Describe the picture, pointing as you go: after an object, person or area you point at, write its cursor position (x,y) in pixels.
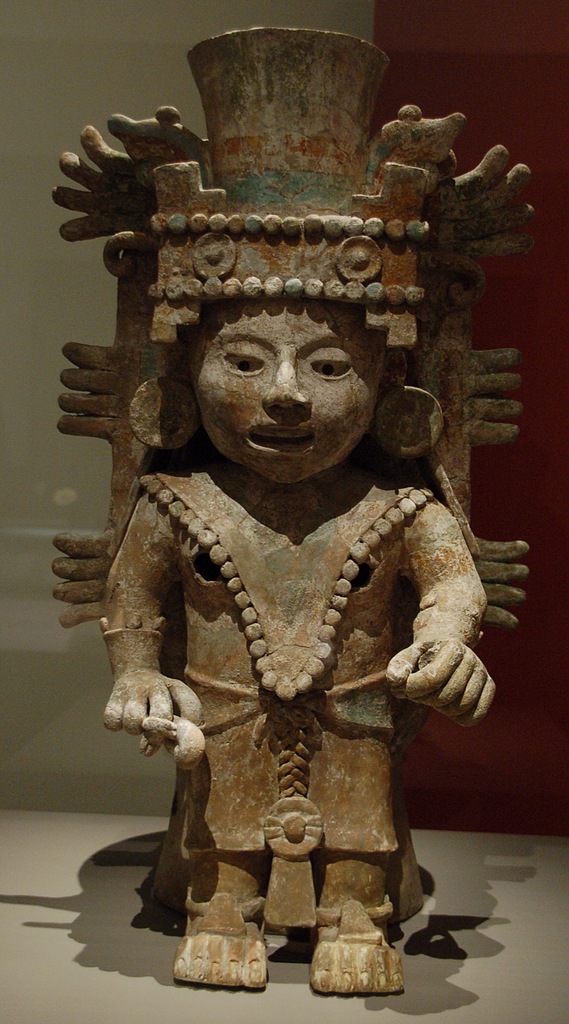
In this image in the center (298,544) there is one statue (255,715), at the bottom (177,918) there is a floor (480,903) and in the background (122,60) there is a wall (41,573).
